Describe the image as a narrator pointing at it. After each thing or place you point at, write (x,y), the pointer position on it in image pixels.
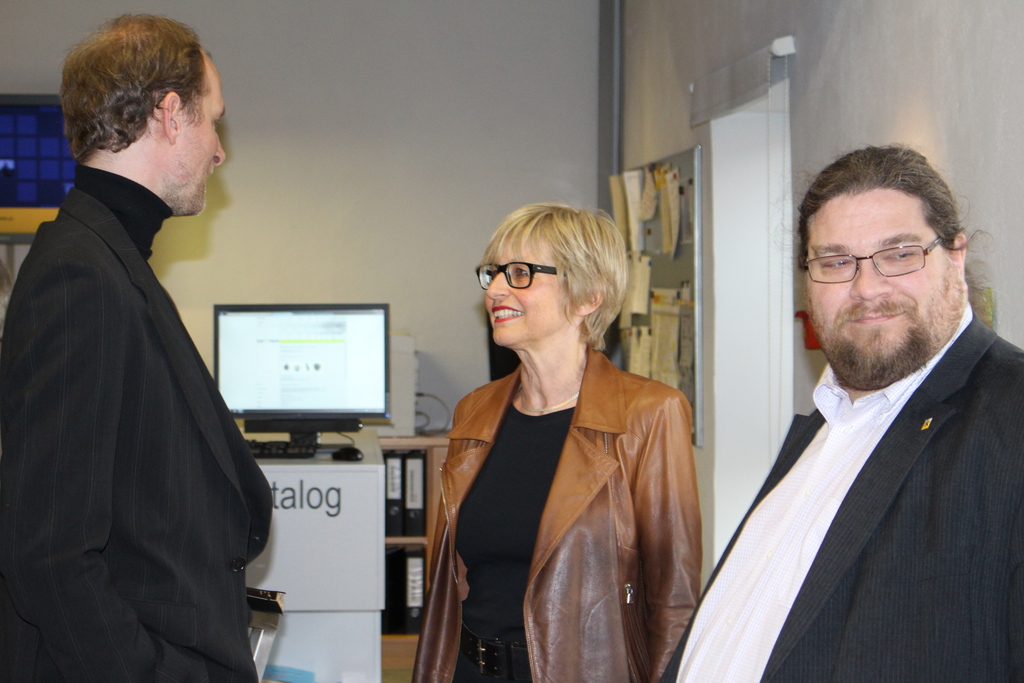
In this picture I can see a man (890,463) on the right side (934,498) wearing black coat (907,519) and spectacles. I can see a woman (528,353) in the middle (552,440) with smile wearing brown jacket (568,535) and spectacles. I can see a man (150,403) on the left side (134,410) with a smile wearing black coat (136,435) speaking towards women (542,369).
